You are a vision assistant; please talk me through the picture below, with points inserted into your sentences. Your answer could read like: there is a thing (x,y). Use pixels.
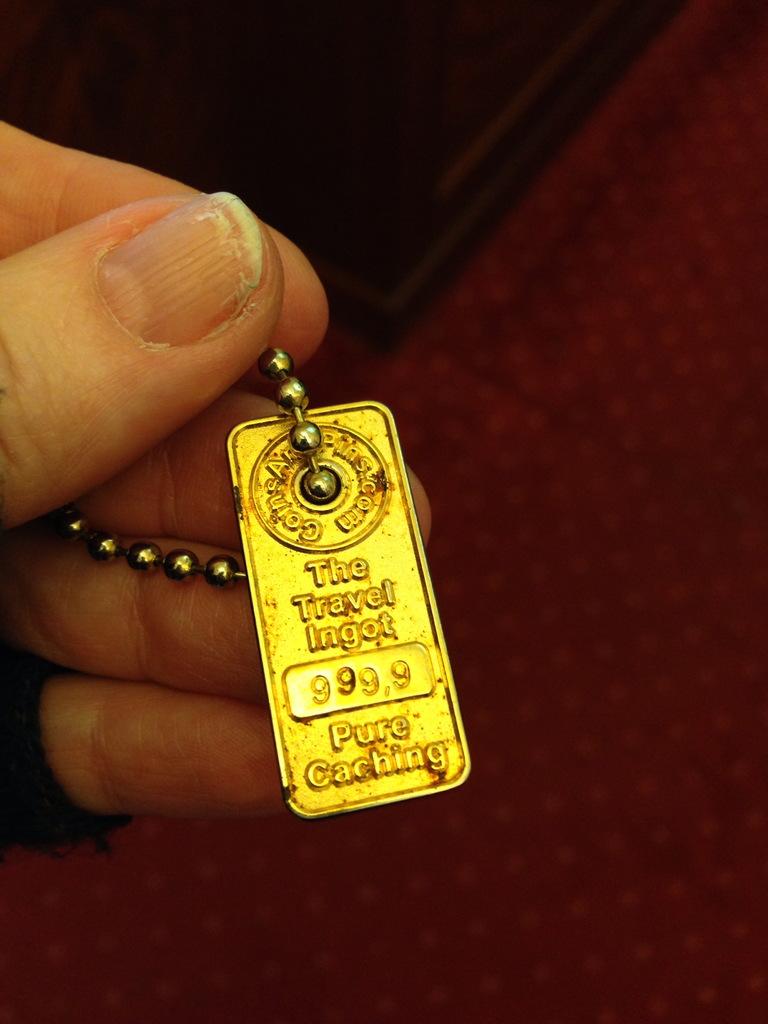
In this image a person (130,398) is holding a keychain (286,531) in hand (189,357) and there is a text (336,626) on the key chain (333,632).
